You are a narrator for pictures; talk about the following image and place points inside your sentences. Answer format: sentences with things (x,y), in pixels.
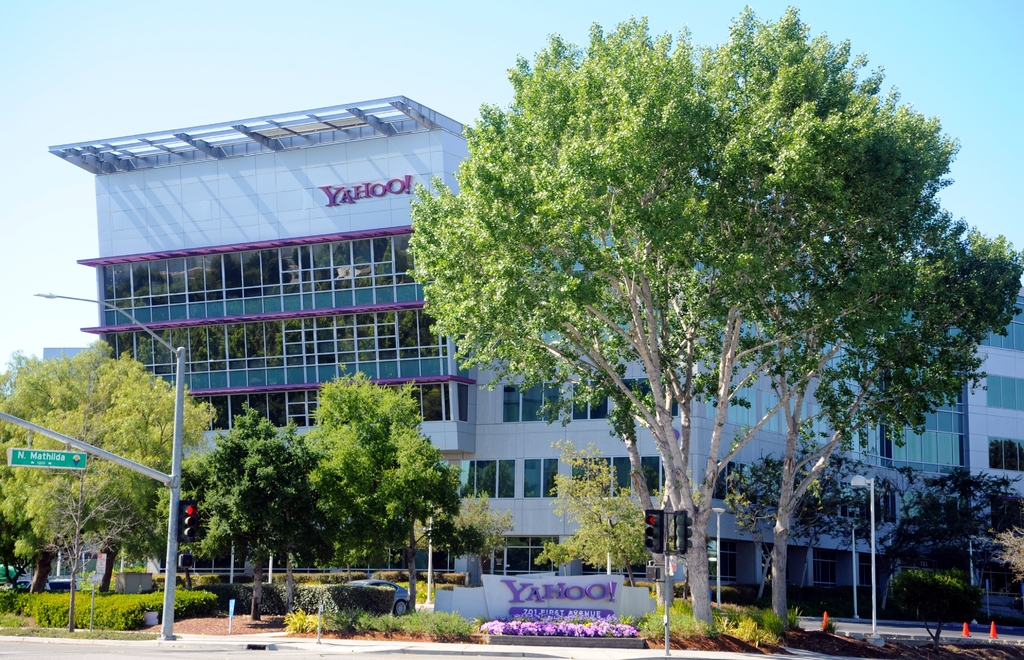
In this image we can see a building (162,360) with glasses (225,327). There are trees (440,474). There is a pole (183,360). There are plants (408,612). To the right side of the image (961,633) there are safety cones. At the top of the image (183,49) there is sky (225,49).
